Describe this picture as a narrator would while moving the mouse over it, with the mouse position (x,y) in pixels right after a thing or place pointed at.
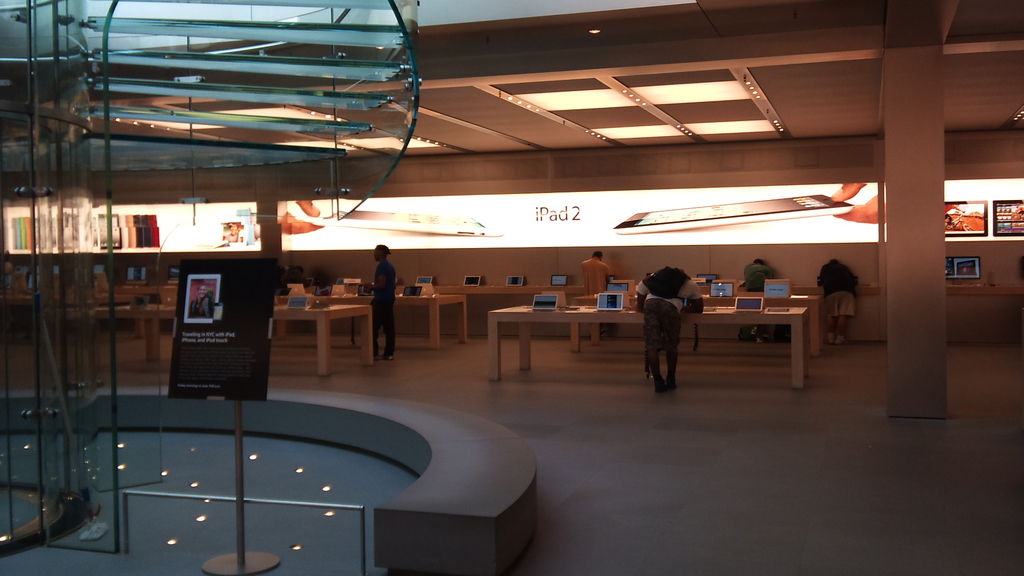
In this image I can see few persons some are standing and some are doing work. I can also see few ipads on the table (551,313), background (734,231) I can see a glass screen (637,228).
